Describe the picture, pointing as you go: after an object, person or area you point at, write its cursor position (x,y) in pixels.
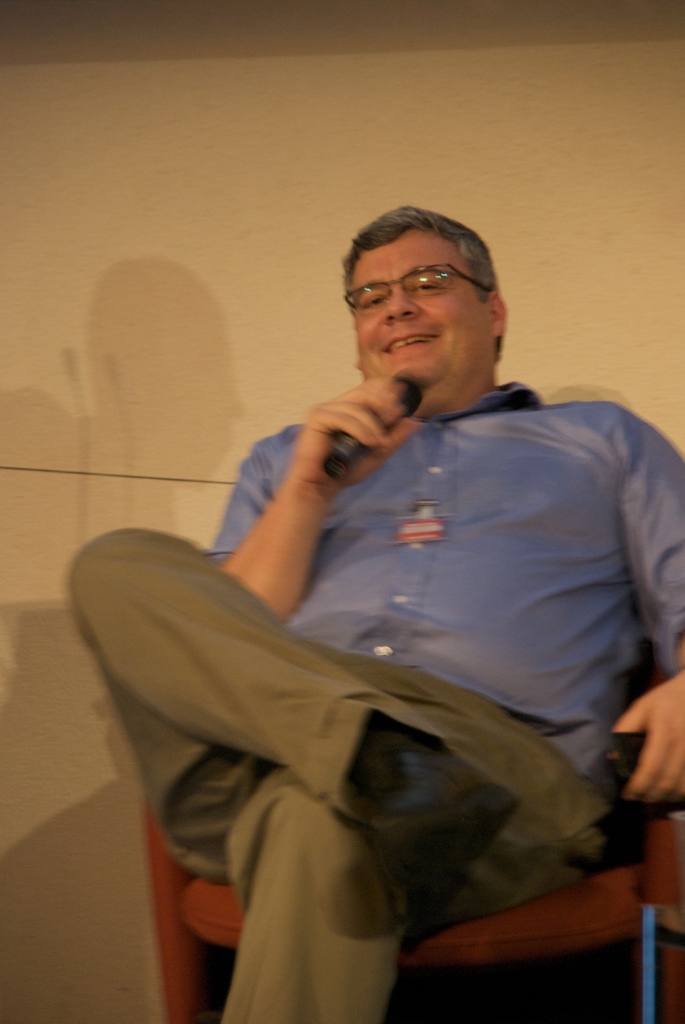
In this image I can see a person (586,852) sitting on the chair (564,921) and his holding a mike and wearing a spectacle (409,275), his smiling, in the background (633,154) I can see the wall (200,175), on the wall (112,248) I can see a shadow (42,419).
